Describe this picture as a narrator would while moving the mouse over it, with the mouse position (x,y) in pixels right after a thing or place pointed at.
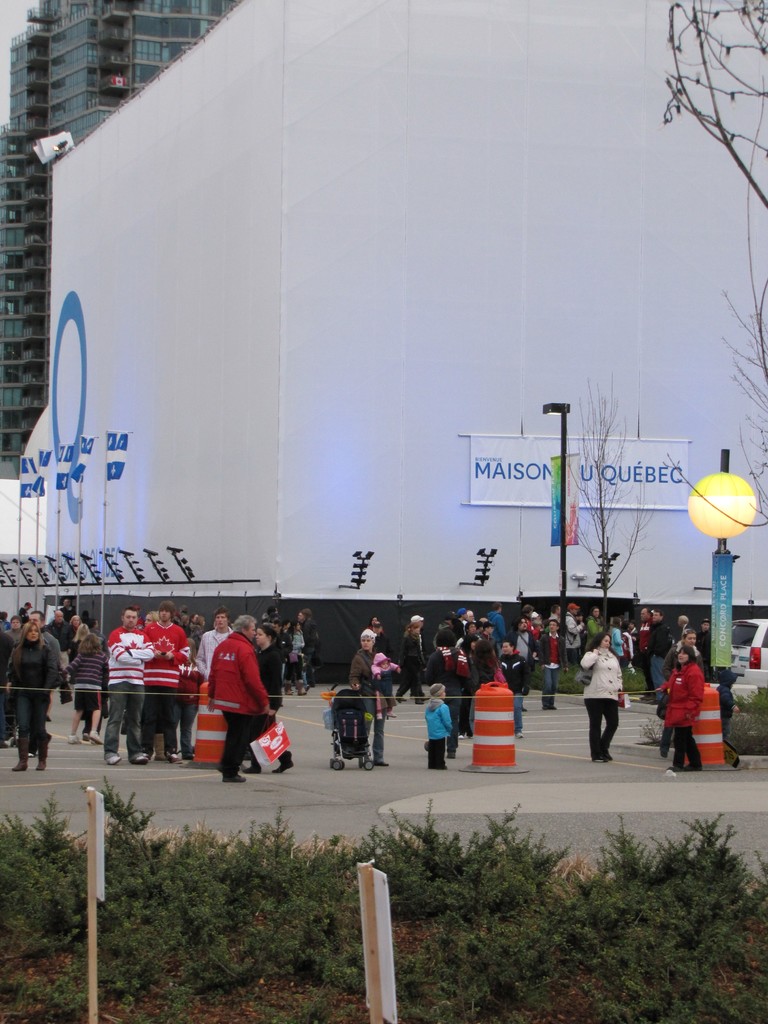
In the image there are many people (158,709) standing and walking on the road (306,779), behind them there is a building (251,130) with flags (82,472) in front of it along with trees (590,485) and poles (557,412) and over the back of it there is another building (41,100), in the front of the image (187,942) there are plants (492,970).
